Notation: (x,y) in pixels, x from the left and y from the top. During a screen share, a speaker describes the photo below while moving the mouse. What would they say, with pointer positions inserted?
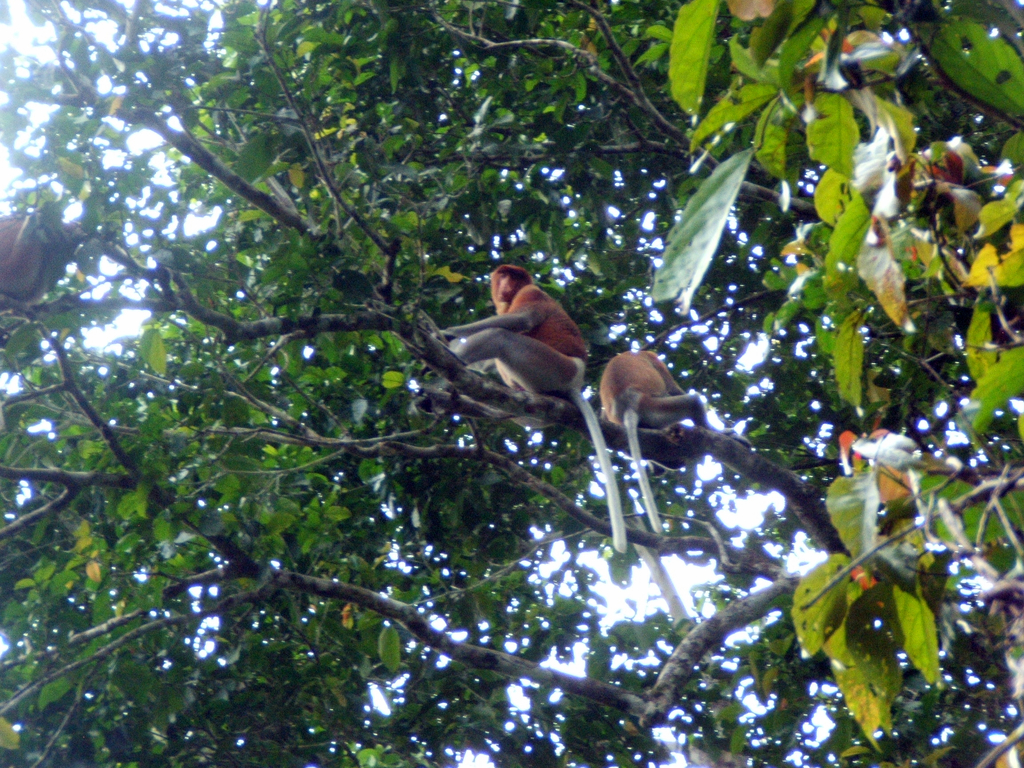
As we can see in the image, there is a tree (494,112). On tree (489,249) there are two monkeys (569,352). These monkeys (627,365) are in brown color and tails (611,480) are in white color.
